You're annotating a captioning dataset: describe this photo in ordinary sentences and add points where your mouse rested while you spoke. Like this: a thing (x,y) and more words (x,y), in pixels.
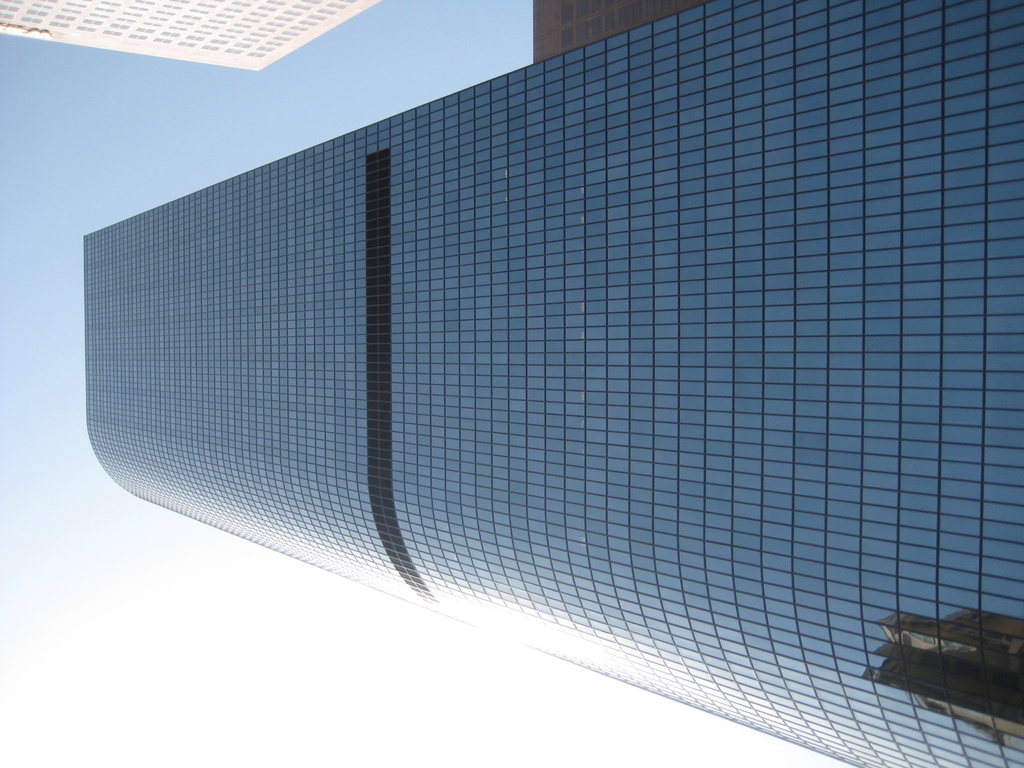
In this picture, we see the glass building (684,401) in blue color. In the left top of the picture (211,42), we see a building (168,23) in white color. It has many windows (240,13). In the background (319,96), we see the sky (83,223), which is blue in color.
